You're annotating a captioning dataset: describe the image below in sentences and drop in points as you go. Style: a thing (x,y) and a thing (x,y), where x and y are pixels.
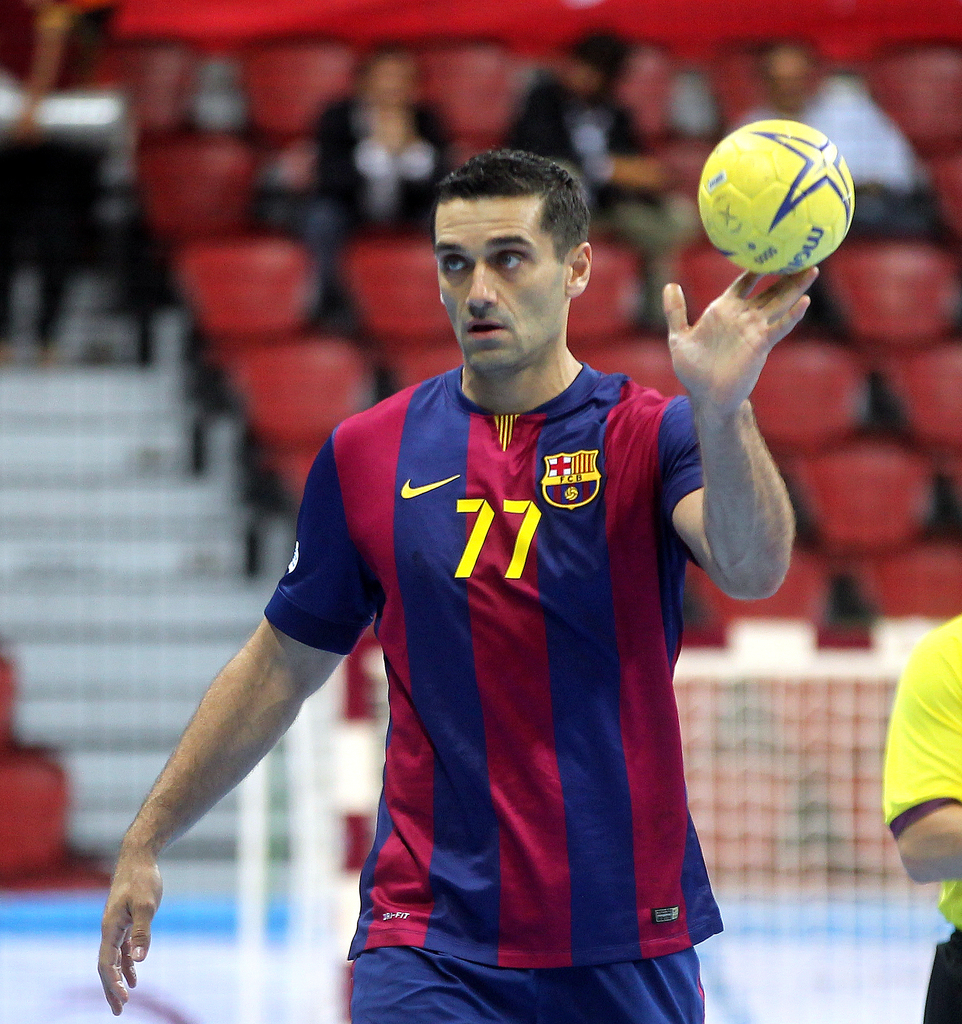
In this picture we can see a man (489,689). This is ball (743,164). On the background (605,29) we can see some persons (417,206) sitting on the chairs (345,370).
